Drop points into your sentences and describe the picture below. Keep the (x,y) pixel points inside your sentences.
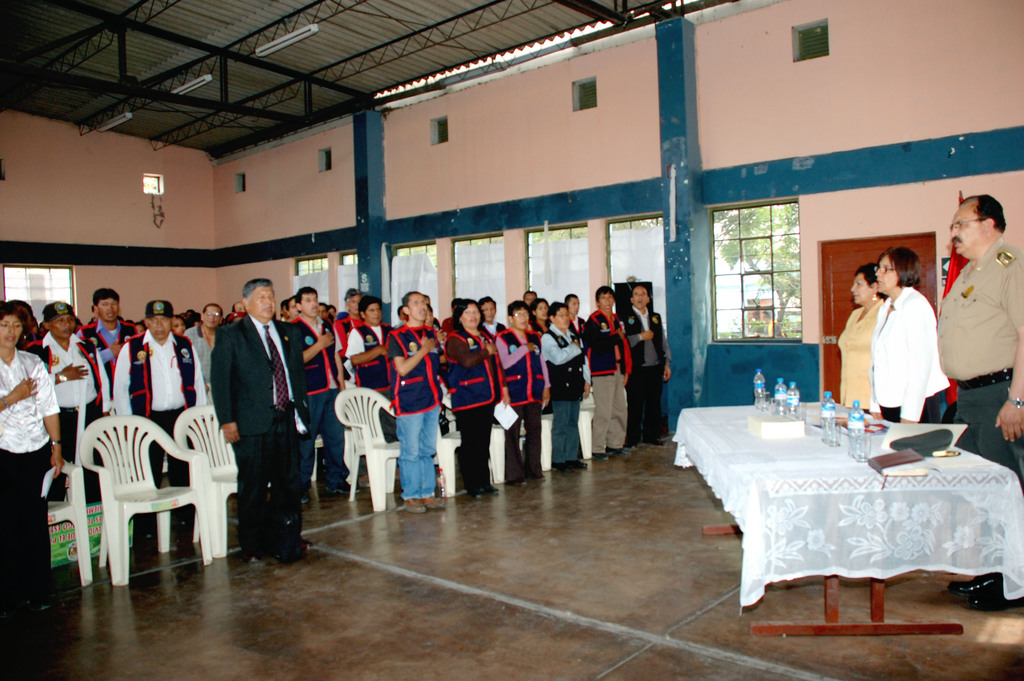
This picture is clicked inside the room (140,583). Here, we see many people (610,359) standing in that room (826,285). On the right corner of the picture (997,213), we see three people (965,348) standing and I think all of them are singing national anthem. In front of them, we see a table (755,469) which is covered with white cloth (834,506) and on the table (739,454), we see book (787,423), water bottle (832,415) and cap (914,445). Behind them, we see a pink and blue wall (768,149). We even see windows (792,269) from which trees (757,232) and buildings (736,317) are visible.
